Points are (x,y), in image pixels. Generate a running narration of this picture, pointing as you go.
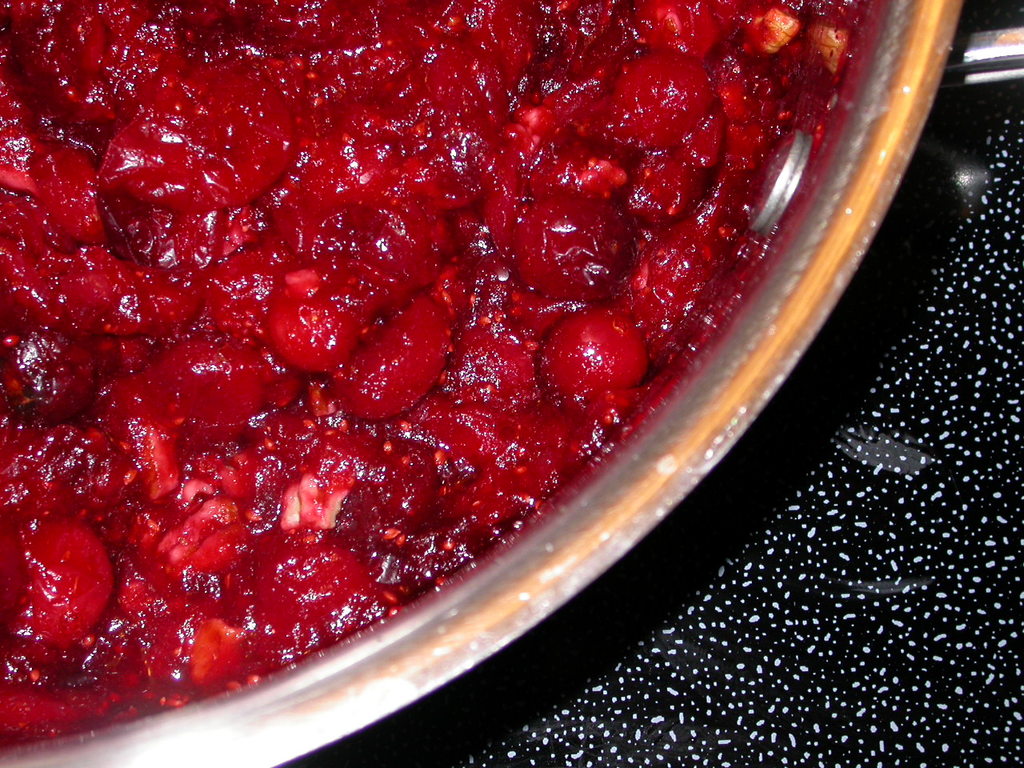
In this image, we can see some food item (474,121) in a container (884,46). We can also see some object (816,656).
